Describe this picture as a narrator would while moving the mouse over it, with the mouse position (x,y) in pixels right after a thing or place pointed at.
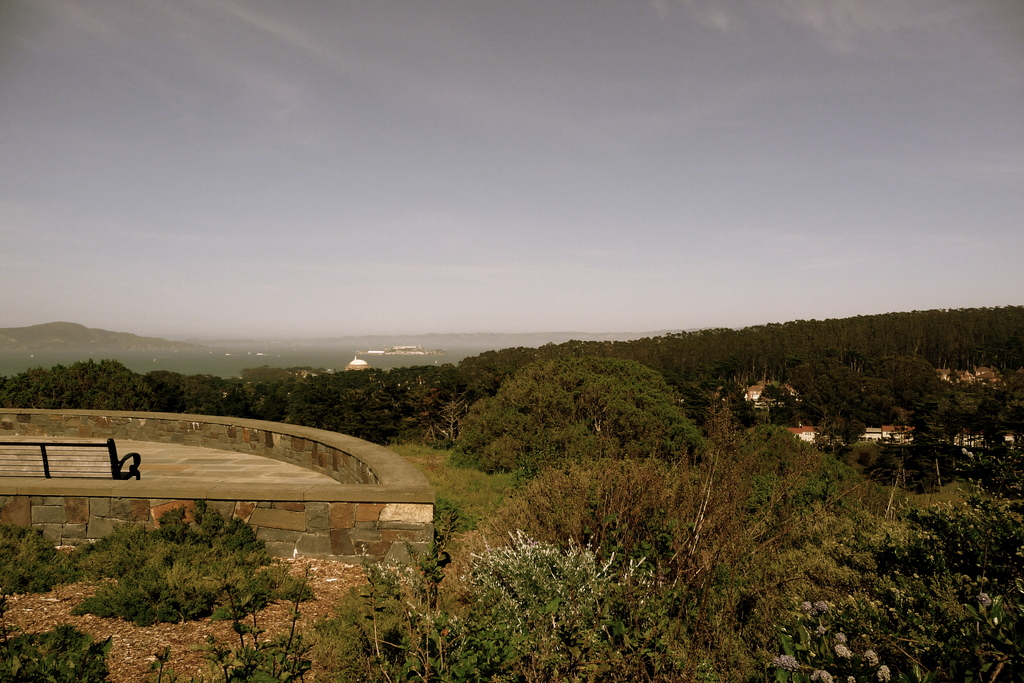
This picture is clicked outside. In the foreground (906,575) we can see the plants (719,534), flowers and trees (662,455). On the left (69,459) there is a black color bench (81,459) placed on the ground (239,464). In the background (182,148) we can see the sky (261,186), trees (463,363) and buildings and some other objects (66,342).
